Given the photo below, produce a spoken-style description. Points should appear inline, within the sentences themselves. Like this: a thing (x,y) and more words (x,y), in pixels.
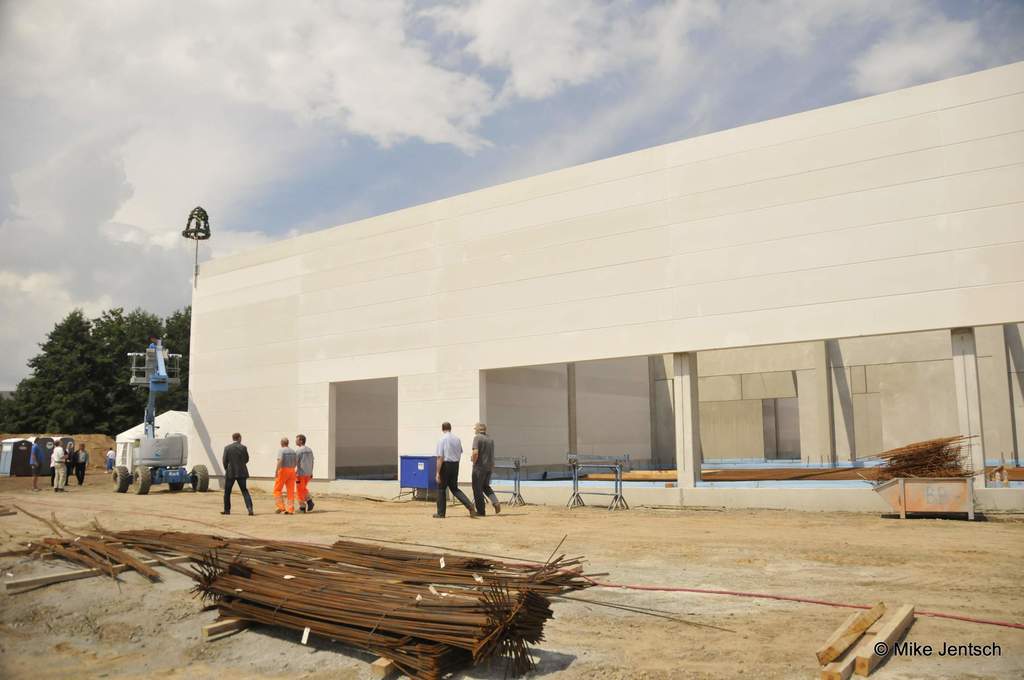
In the center of the image (606,327) there is a building (591,364) and a tree (103,371). At the bottom (464,603) there are metal rods (369,584) and pillars (830,656). We can see people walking and there is a vehicle (178,482). In the background (378,178) there is sky (449,60). On the right (931,479) there is a trolley (925,496).
